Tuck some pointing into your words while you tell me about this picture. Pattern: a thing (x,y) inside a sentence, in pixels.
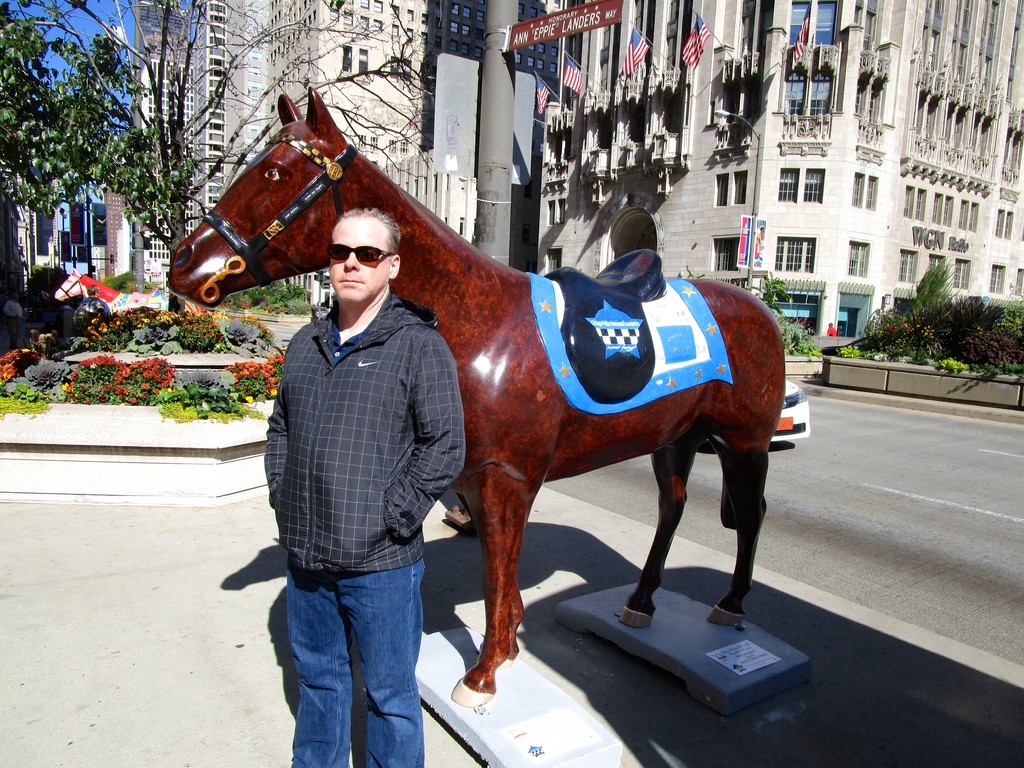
In this image, this is the man (380,583) standing. It looks like a statue of a horse (479,266). On the left side of the image (78,374), I can see the plants (36,387) with the flowers (157,381) and another statue of a horse (124,302). In the background (434,72), these are the buildings (947,42) with the windows (855,207). I can see the flags (694,38) hanging to the poles (549,90). On the right side of the image (906,339), I think these are the plants (949,318) and bushes (804,333). It looks like a car (788,387), which is behind the statue of a horse (764,390).
